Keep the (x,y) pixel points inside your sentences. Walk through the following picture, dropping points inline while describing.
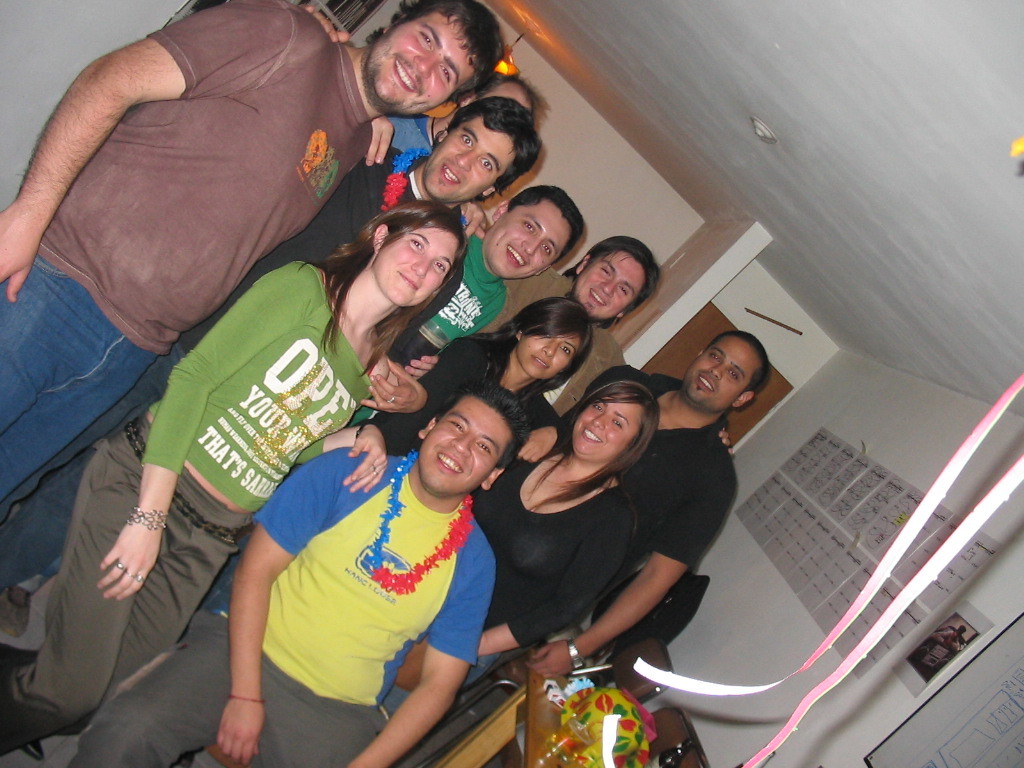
In this image I can see in the middle (592,305) a group of people (468,286) are standing and smiling. At the back side (499,75) there is the light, on the right side (749,514) few papers (790,525) are sticked to the wall (757,634).
